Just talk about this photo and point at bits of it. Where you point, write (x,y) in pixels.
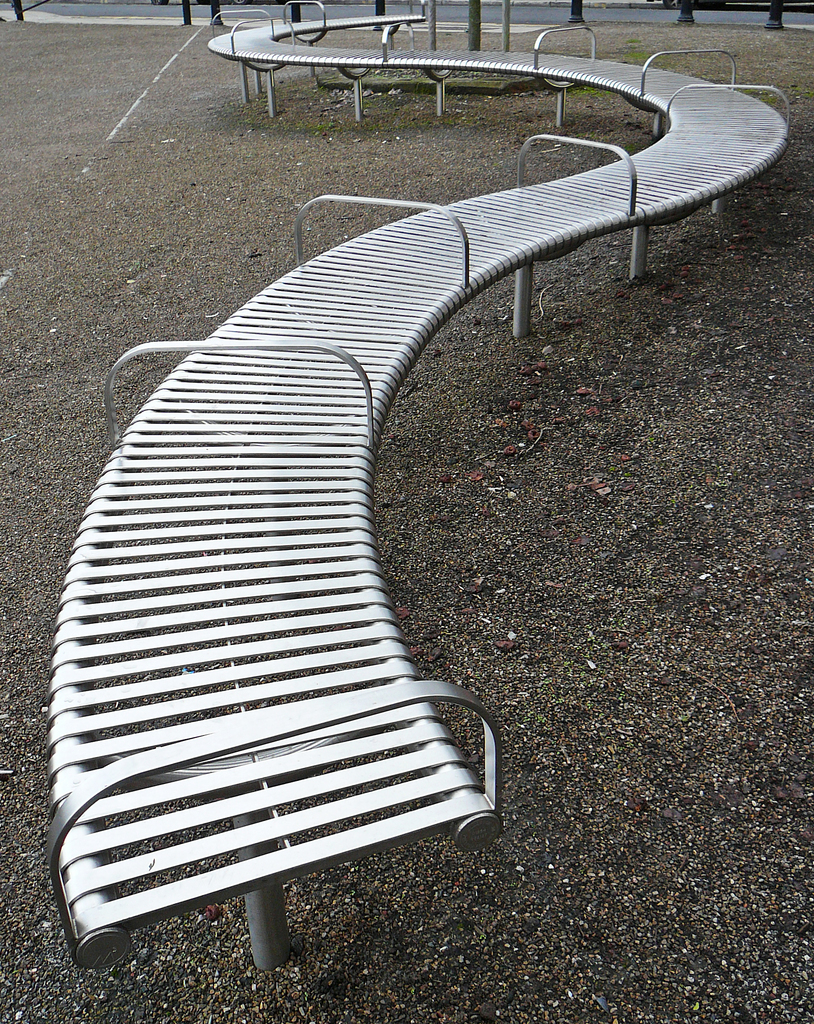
In the center of the image (366,480) there is a bench (327,62) on the ground (547,565). In the background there are pillars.
